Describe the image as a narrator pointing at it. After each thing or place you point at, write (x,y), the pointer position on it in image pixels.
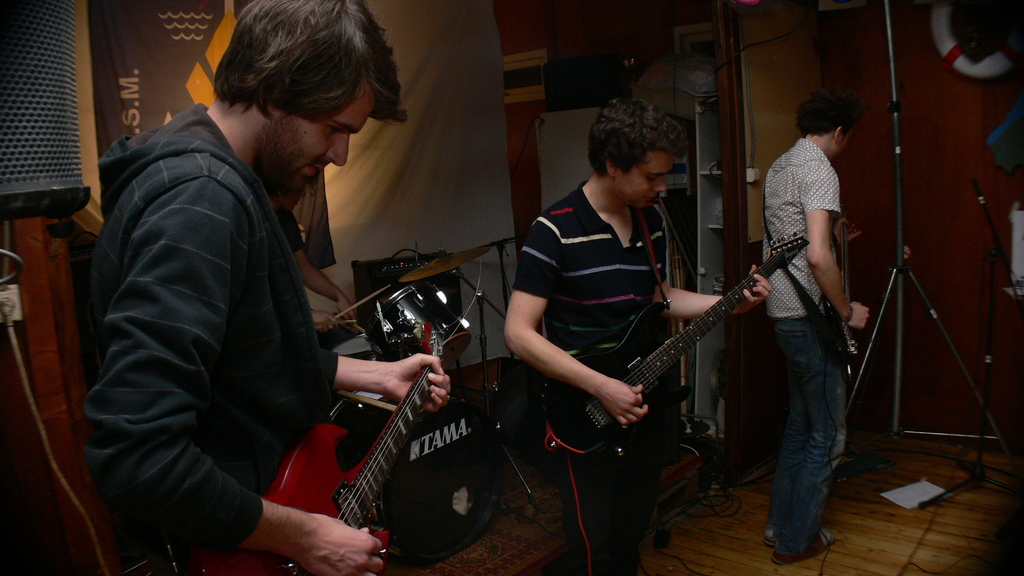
In this image I see 3 men (609,575) who are holding the guitars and in the background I see a tripod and the drums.
